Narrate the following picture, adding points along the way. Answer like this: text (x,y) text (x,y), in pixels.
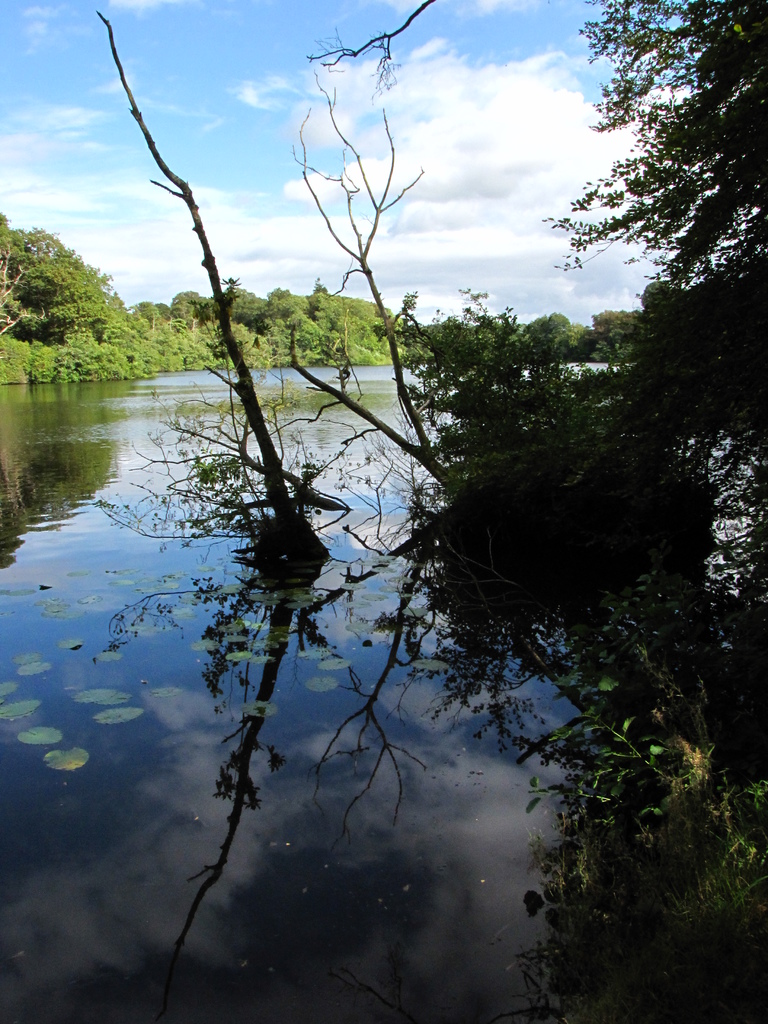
In this image few plants (237,639) are in water (242,608). Background (85,324) there are few plants (170,350) and trees (764,446). Top of image (471,143) there is sky (517,132). A wooden trunk (296,503) in water (319,692).
